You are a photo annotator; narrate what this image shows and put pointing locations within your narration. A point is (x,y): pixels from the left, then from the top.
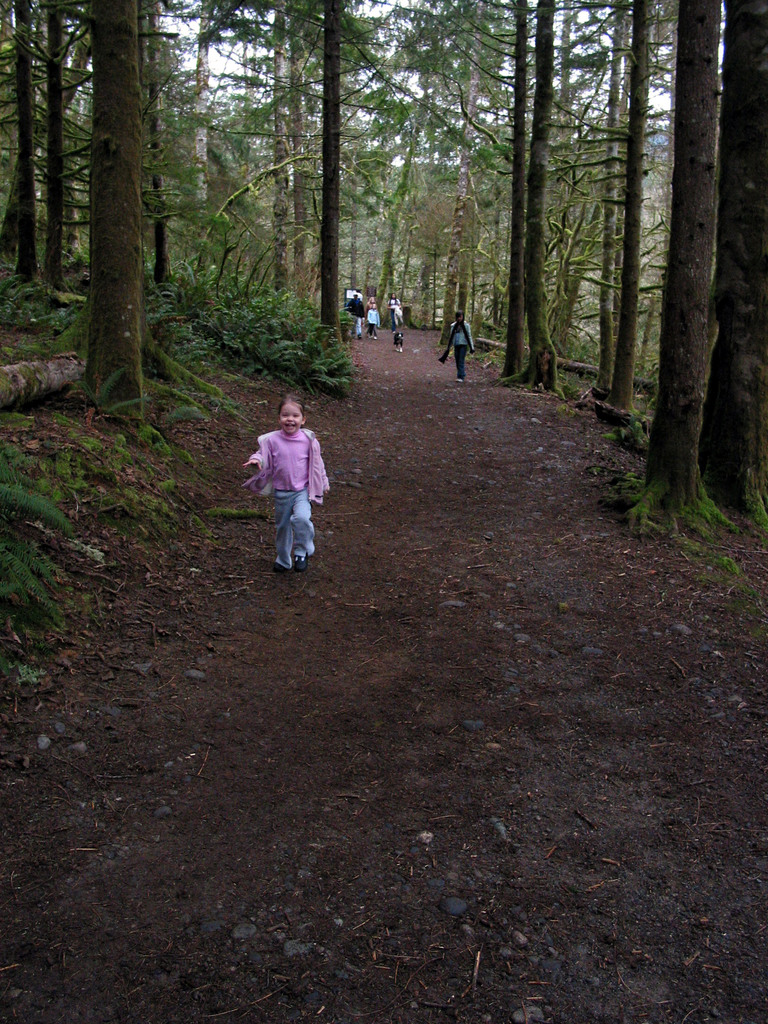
In this picture I can see a few people (358,313) on the walkway (405,463). I can see children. I can see the animal (395,335). I can see trees (116,210).
